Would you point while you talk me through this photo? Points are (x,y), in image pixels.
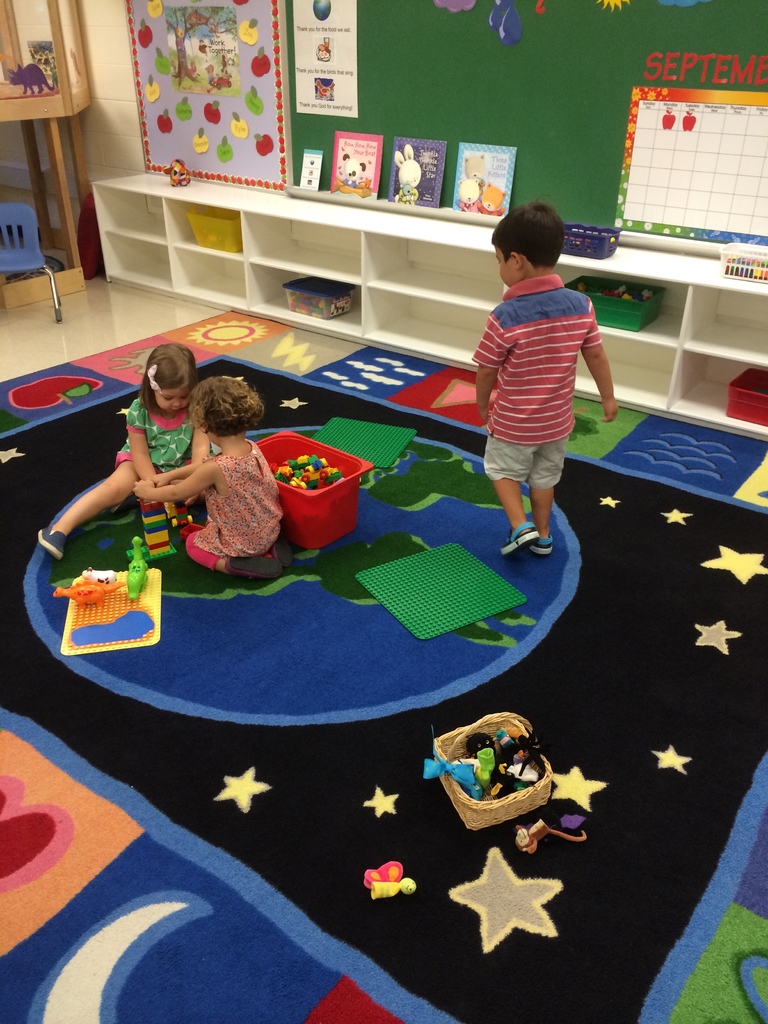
In this image we can see two children (163,492) playing with toys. On the floor (52,351) there is a carpet (548,708) and there is another boy (567,420). In the back (409,105) there is a wall (340,84). Also there is a cupboard (166,222). Inside the cupboard (308,261) there are baskets (739,382). Near to the wall (381,124) there are books (360,133) and some other items (730,212).
